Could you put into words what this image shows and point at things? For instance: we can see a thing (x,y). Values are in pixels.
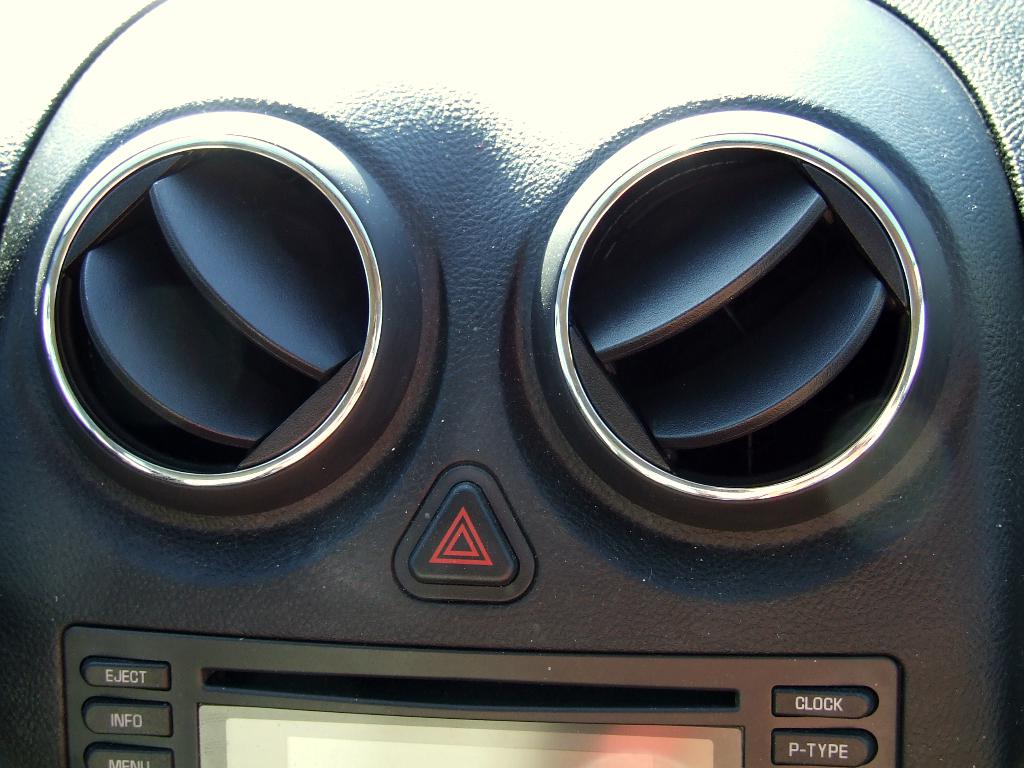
This image is taken in a car (435,473). In this image there are two AC vents (374,351) and a few buttons (97,706).
